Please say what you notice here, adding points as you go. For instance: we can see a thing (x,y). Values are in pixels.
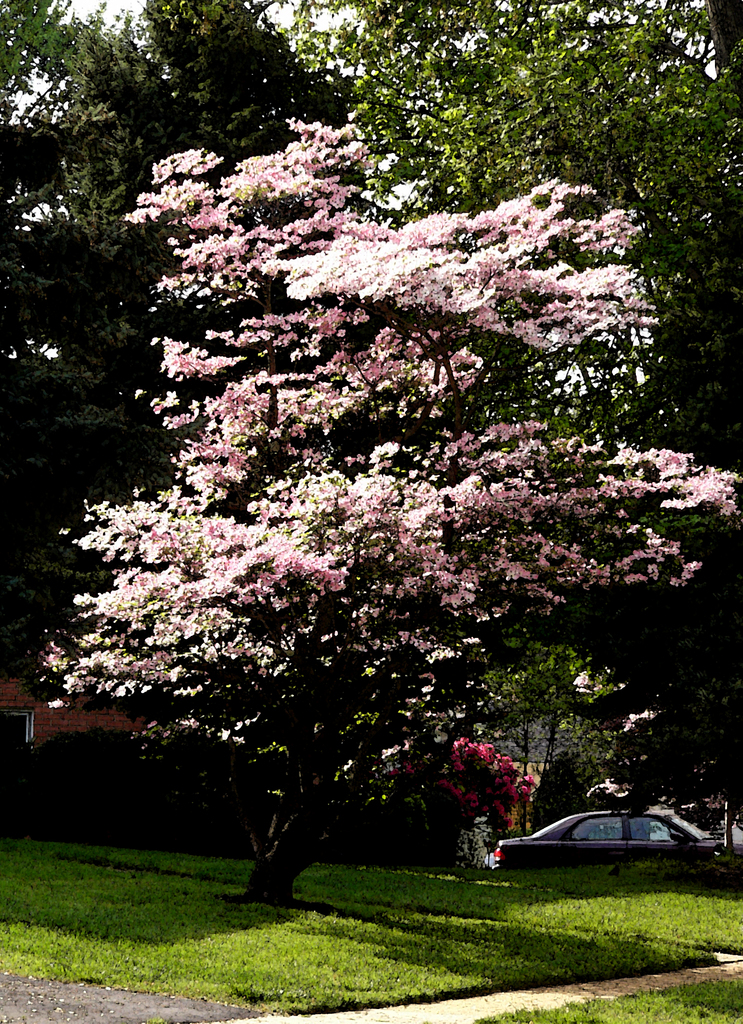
In this image, we can see trees (499,624) and there is a vehicle (611,841). At the bottom (301,962), there is ground (420,962) covered with grass (423,966).
